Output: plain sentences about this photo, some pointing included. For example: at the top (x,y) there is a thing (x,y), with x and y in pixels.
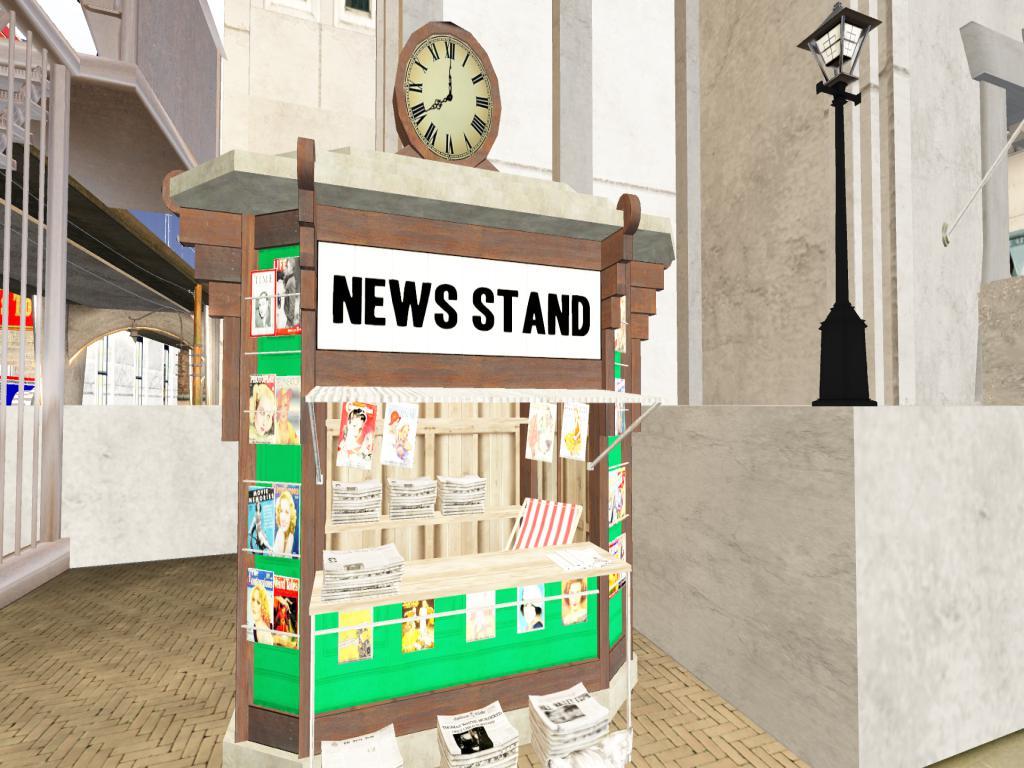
This picture look like animated. In the center (541,455) we can see wooden hut (379,673). Here we can see newspaper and photo frames (284,598). On the top (444,158) there is a wall clock (435,141). On the right (699,517) there is a street light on the wall (835,437). On the left (16,131) we can see gate (58,335) and doors (132,354). On the top (705,122) there is a building (694,122).
